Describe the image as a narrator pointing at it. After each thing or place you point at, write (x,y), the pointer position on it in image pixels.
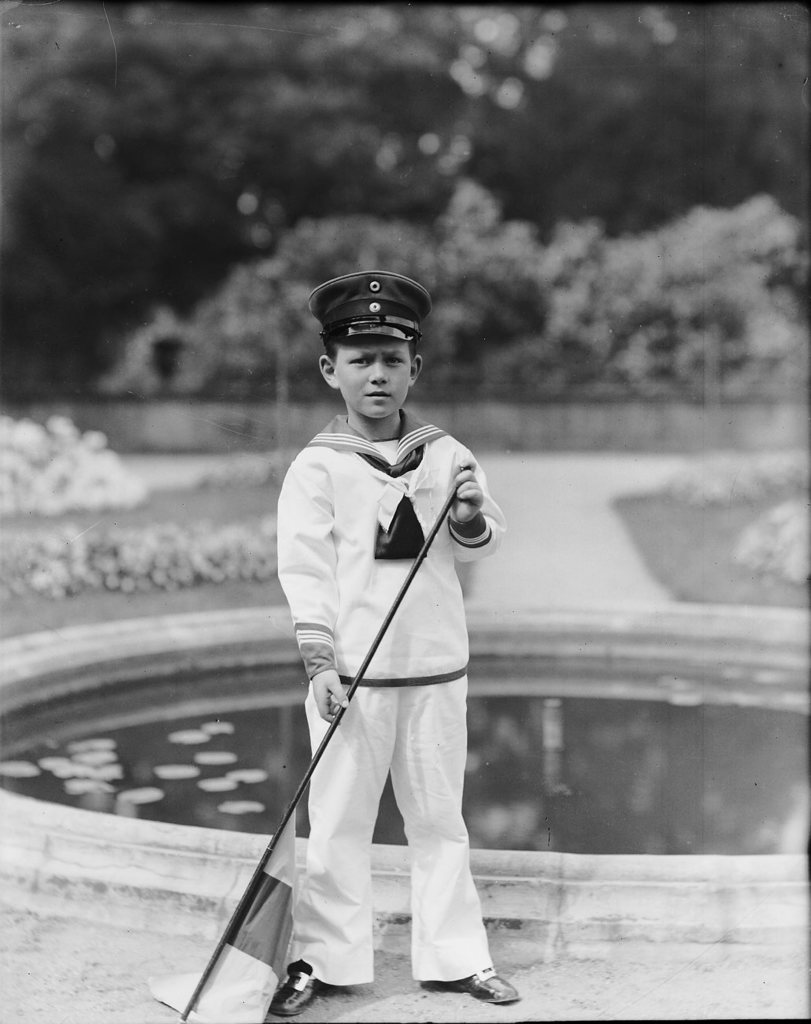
In this picture I can see a boy (367,485) in front (315,625) who is standing and I see that he is holding a flag (420,560) in his hands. In the middle of this picture (276,628) I can see a pond (130,755). In the background (50,476) I can see the plants (461,293) and I see that it is blurred.
